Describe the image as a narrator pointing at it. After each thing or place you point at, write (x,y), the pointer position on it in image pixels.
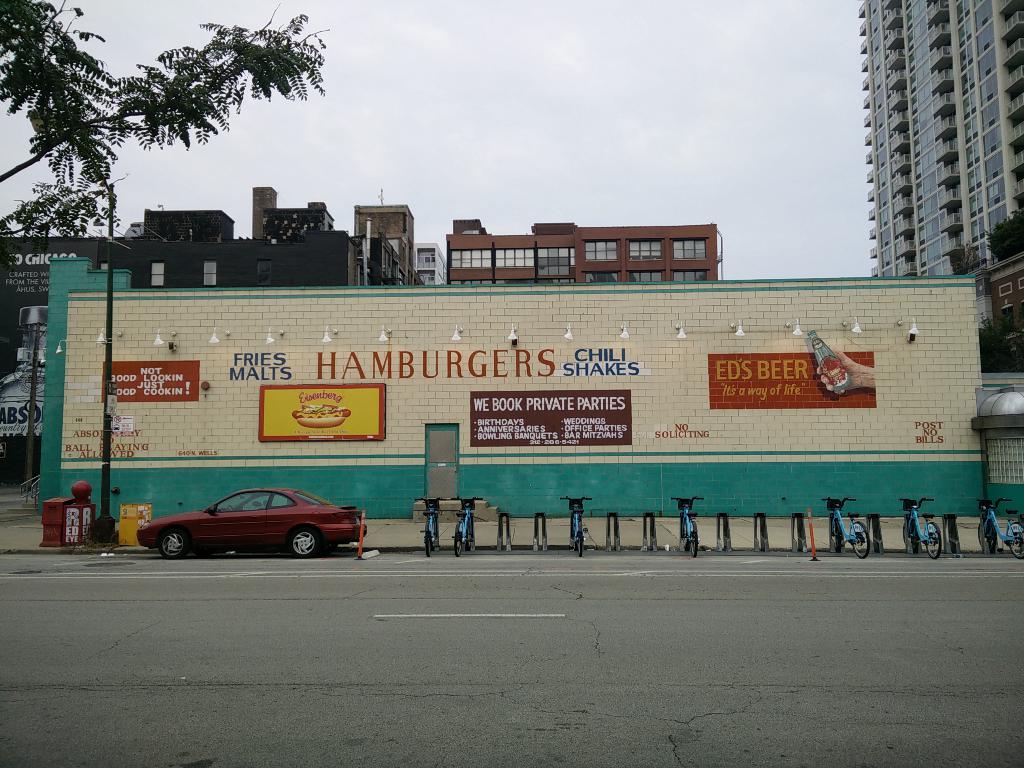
In this image we can see the road (681,615), maroon color car (292,541) and a few bicycles (459,544) are parked on the side of the road (316,565). In the background (404,474), we can see the pole (112,409), brick wall (179,431) on which some text (129,388) is painted and a board (322,433) is fixed. Here we can see the door (451,436). Also, we can see buildings (431,244), trees (125,112) and the cloudy sky (511,168).
